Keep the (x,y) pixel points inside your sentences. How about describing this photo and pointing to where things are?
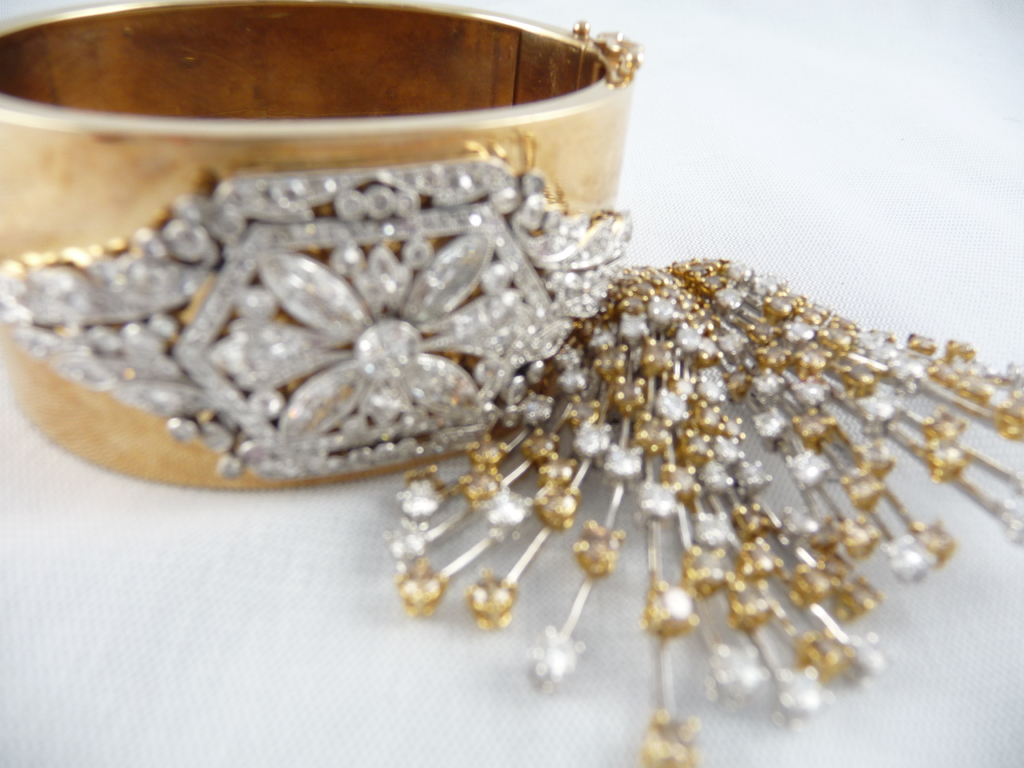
In this image we can see a bangle (496,373) with stones (757,686) on a white surface (787,646).
